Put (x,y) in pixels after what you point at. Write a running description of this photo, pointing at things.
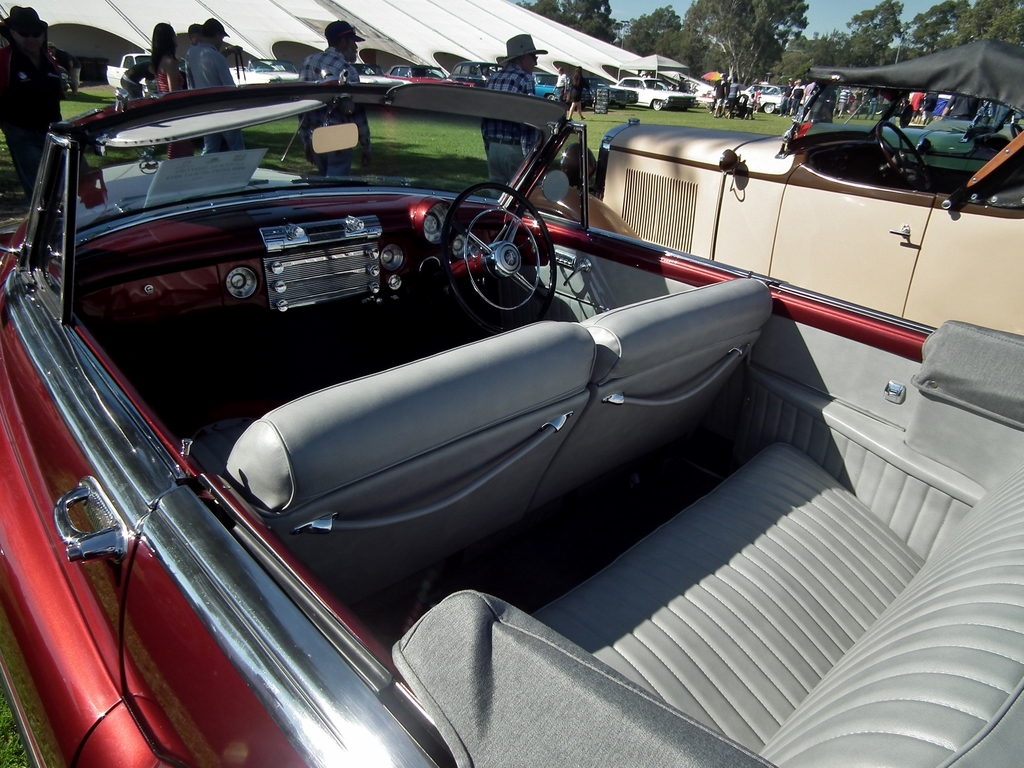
In this picture there are two cars (672,264) on a greenery ground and there are few people (329,56) standing in front of it and there are few cars (775,101), people (730,88) and trees (768,38) in the background (780,28).
